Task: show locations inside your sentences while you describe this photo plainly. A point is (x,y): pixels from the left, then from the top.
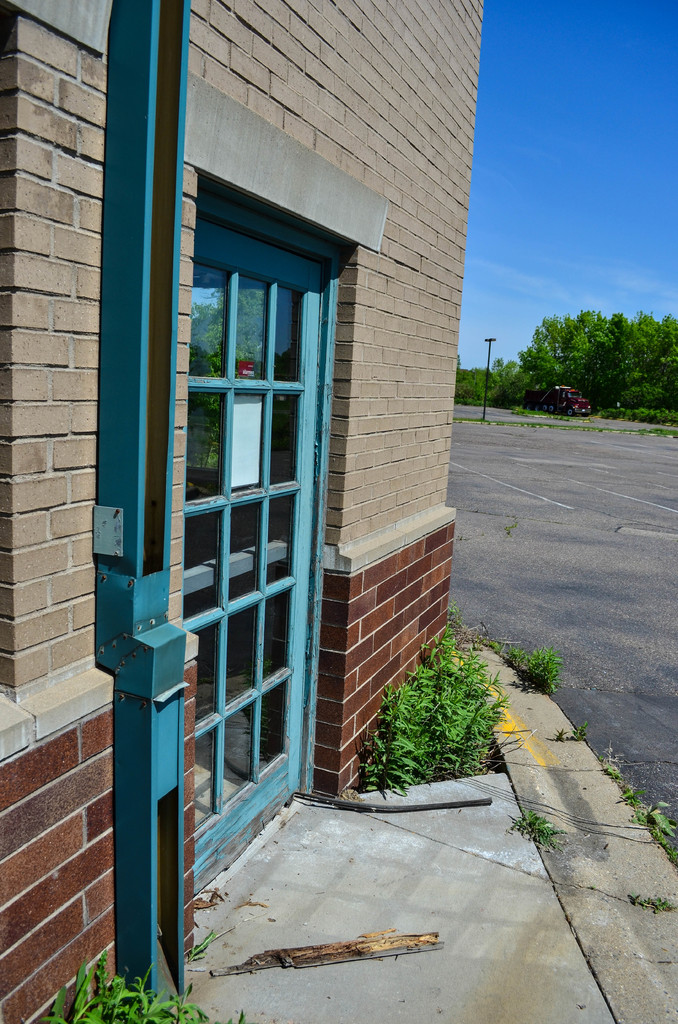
In the image it looks like there is some building (374,368) in the foreground (161,482), beside the building (156,734) there is a road (525,443) and in the background (578,356) there are trees (574,370) and in front of the trees (561,383) there is a vehicle (550,399).
